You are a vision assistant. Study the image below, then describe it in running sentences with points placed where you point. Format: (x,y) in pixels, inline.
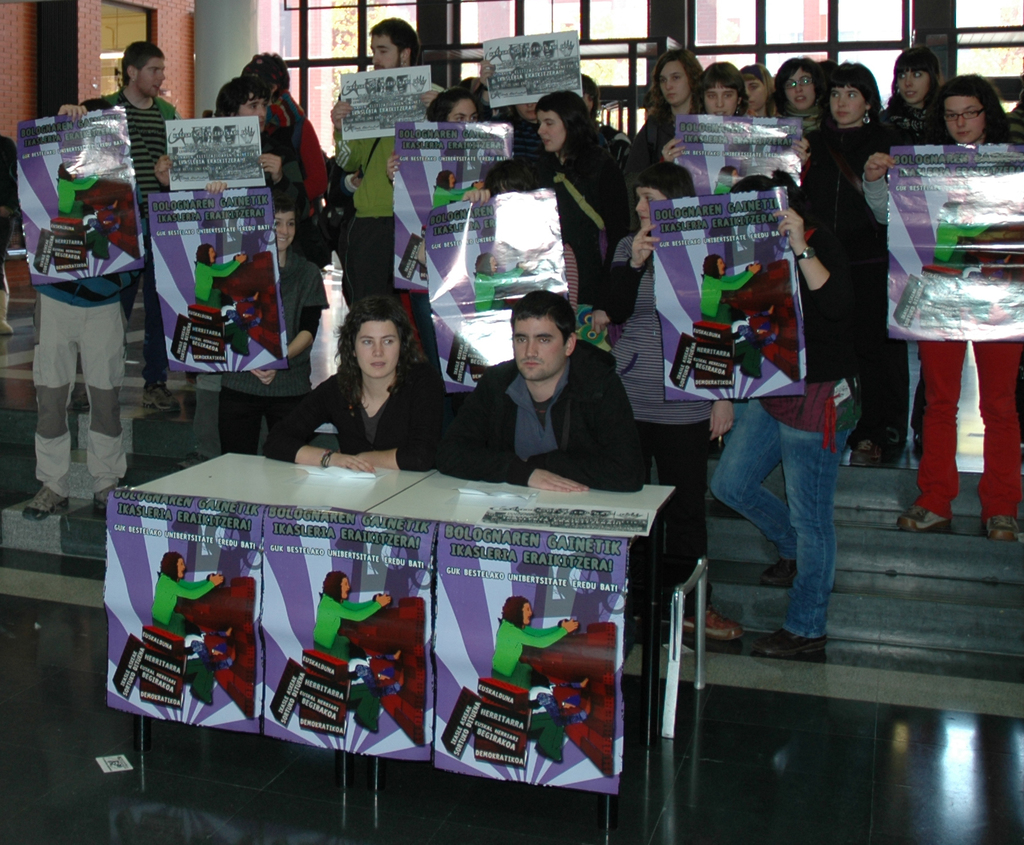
In this image we can see a few people (641,236) holding posters (489,220), there are two persons (472,435) sitting on the chairs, in front of them there are tables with some posters (534,585), in the background (816,13) we can see glass windows (461,21).
